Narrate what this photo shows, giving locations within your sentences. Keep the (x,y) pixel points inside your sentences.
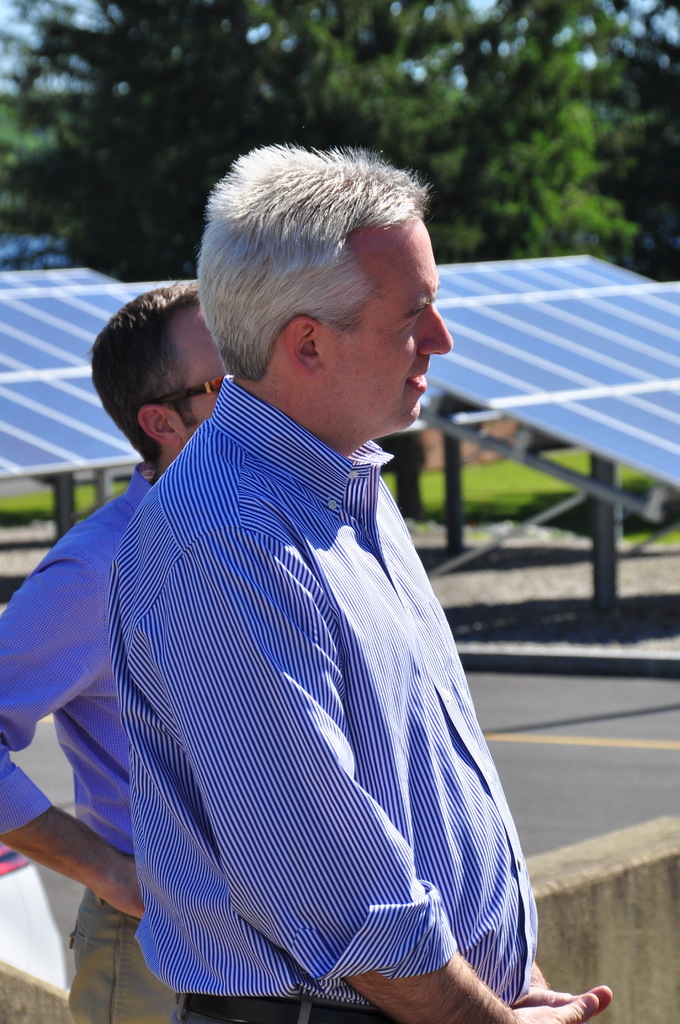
In this image we can see people (185,774) standing. In the background (474,548) there are solar panels (71,450) and we can see trees (398,131). There is a road (621,750).
